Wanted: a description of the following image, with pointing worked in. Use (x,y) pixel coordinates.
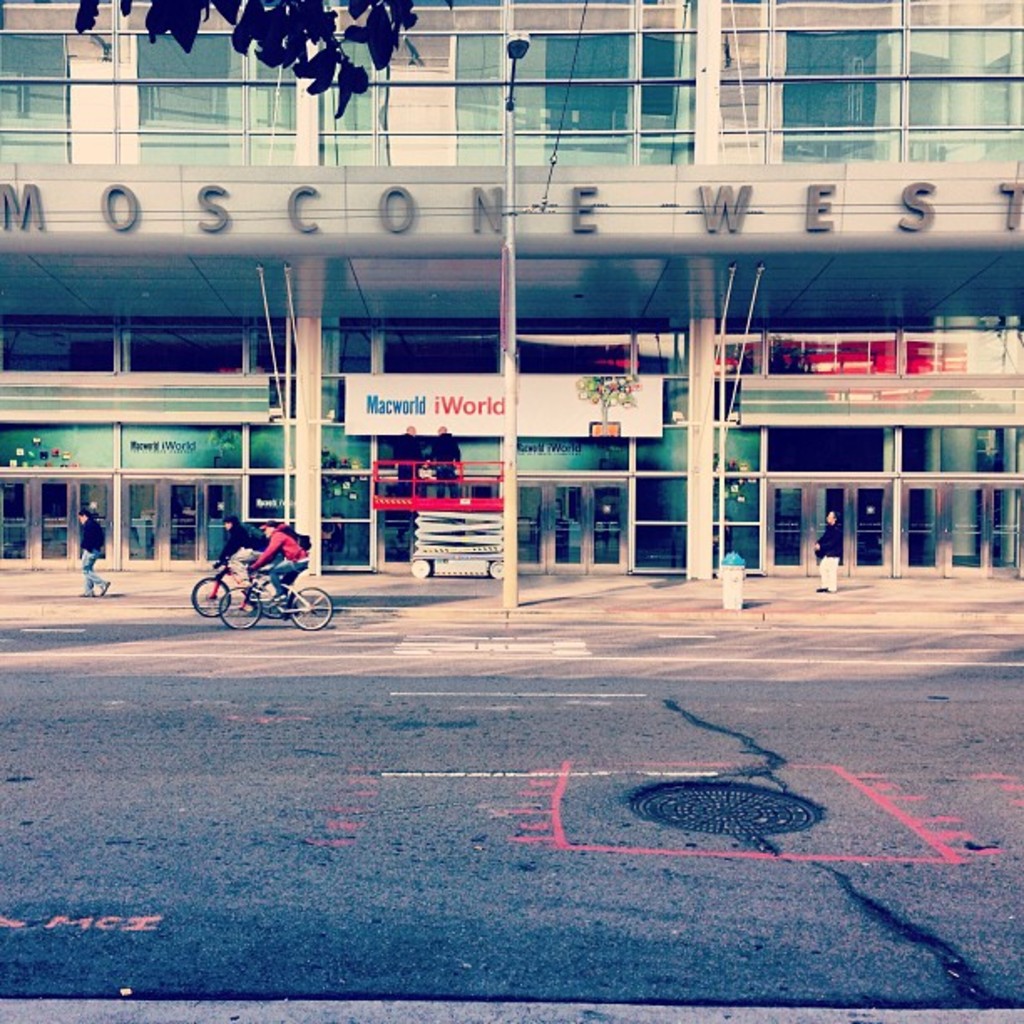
In this image, there are two persons (302,558) wearing clothes (243,539) and riding bicycles (236,613) in front of the building (572,191). There is a road (359,833) at the bottom of the image (414,898).
